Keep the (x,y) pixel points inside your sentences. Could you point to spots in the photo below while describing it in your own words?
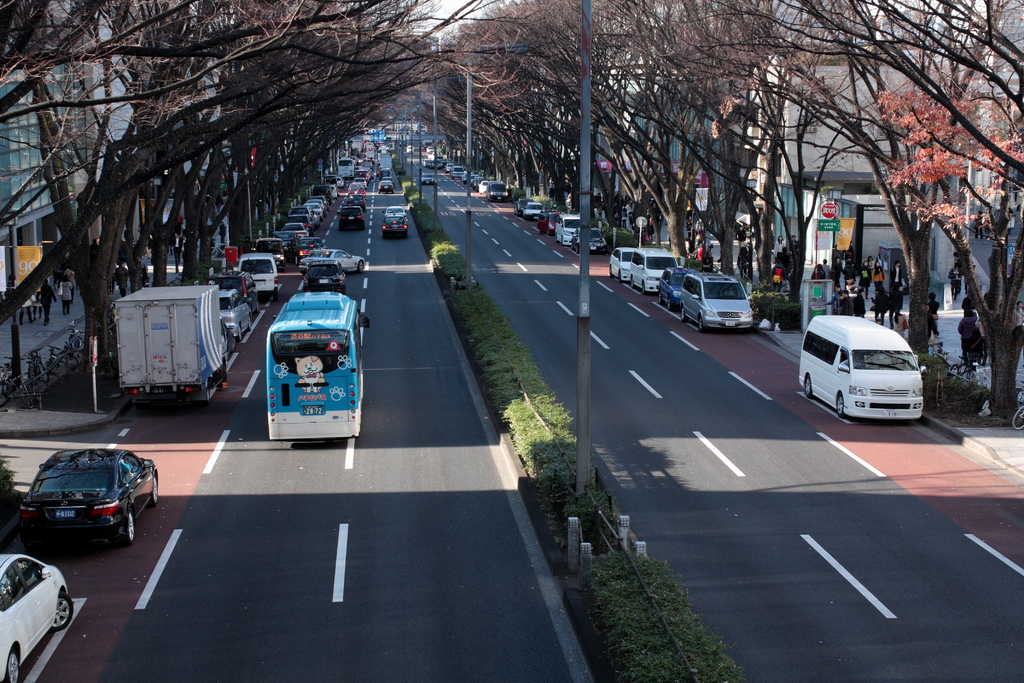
In the center of the image (361,270) we can see vehicles (338,423) on the road (639,300). On the right (891,365) and left side of the image (180,362) we can see vehicles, trees (427,120), buildings (652,162), persons (121,273) and fencing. In the background (442,11) there is sky (484,15).
